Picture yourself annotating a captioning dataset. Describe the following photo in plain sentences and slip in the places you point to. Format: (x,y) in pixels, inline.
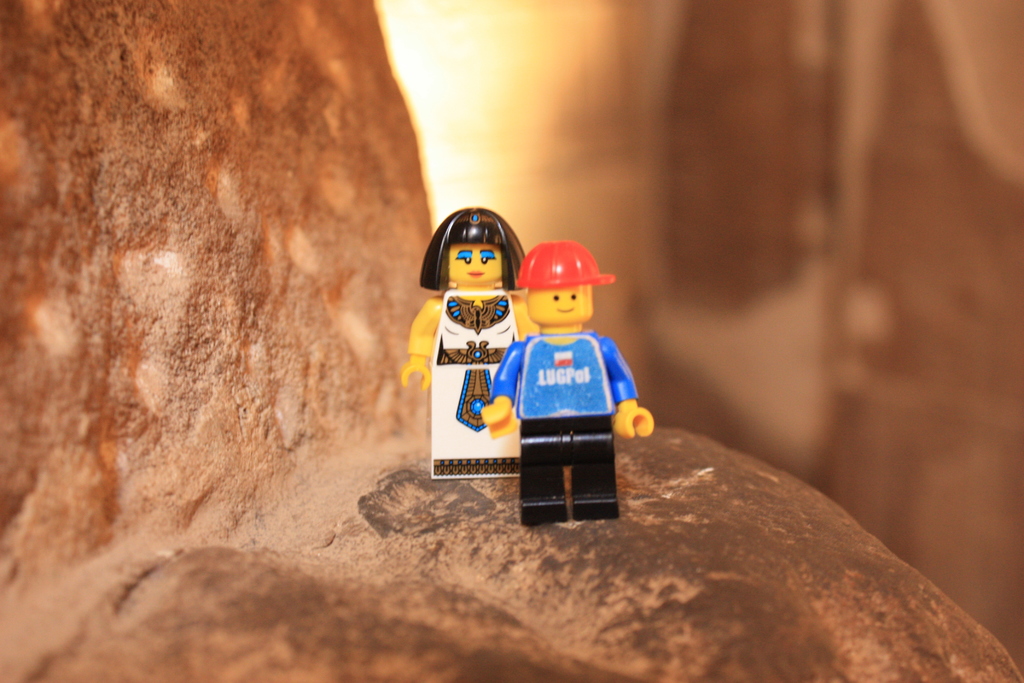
This image consists of two toys (444,391) kept on a rock (377,574). The rock (370,607) is in brown color. The background (745,20) is blurred. There is red cap (549,278) to the toy (549,373).
